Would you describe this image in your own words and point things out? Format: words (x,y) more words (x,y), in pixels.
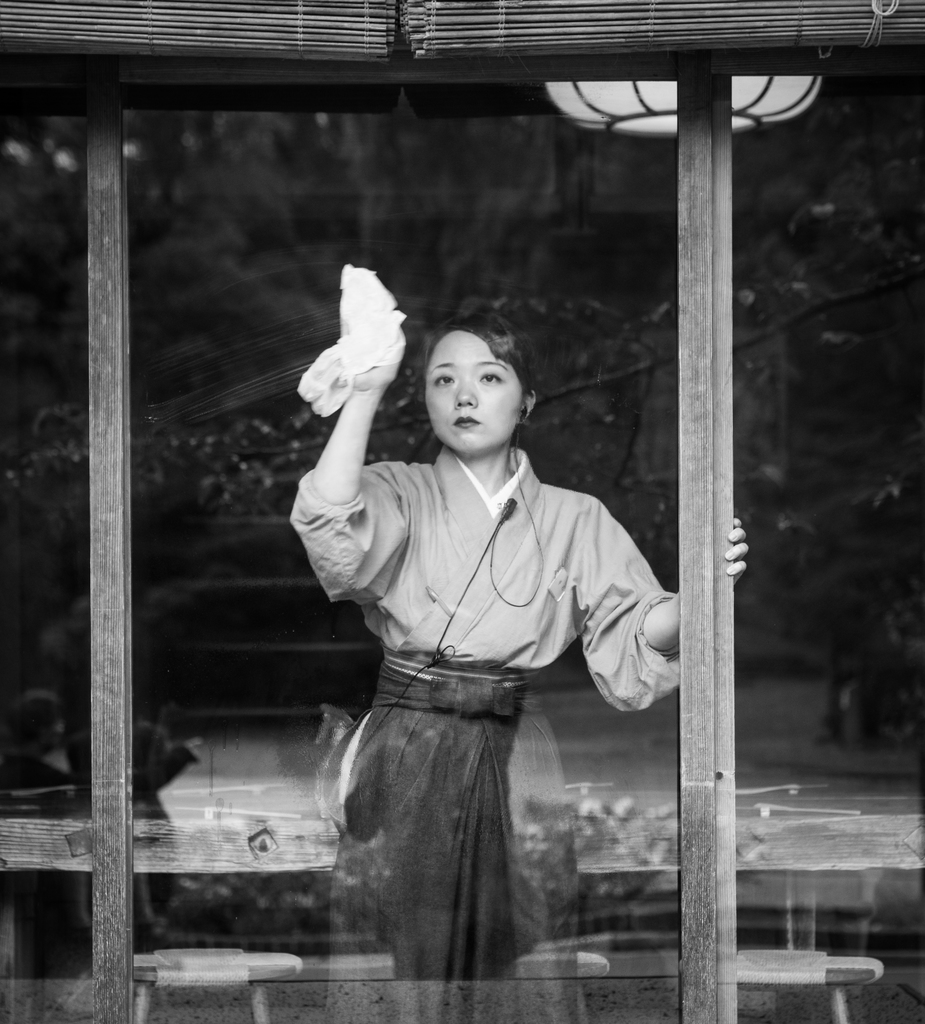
In this picture we can see a woman (361,515) standing and holding a cloth (346,287) with her hand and in the background (423,375) we can see tree (266,461) and light (595,97).
